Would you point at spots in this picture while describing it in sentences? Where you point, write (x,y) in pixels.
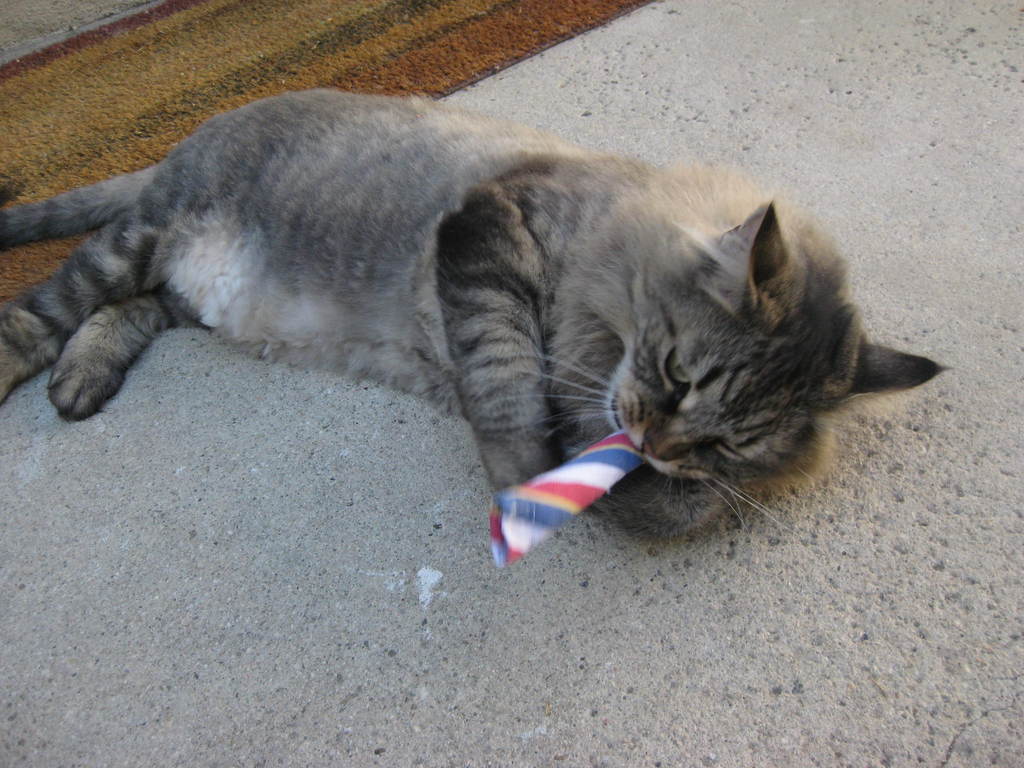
In this image I can see a cat (492,446) is lying on the ground (857,583) and I can also see a colourful thing (601,476) in the cat's mouth (614,429). On the top left side of this image (78,140) I can see a brown colour floor mattress (58,64).
